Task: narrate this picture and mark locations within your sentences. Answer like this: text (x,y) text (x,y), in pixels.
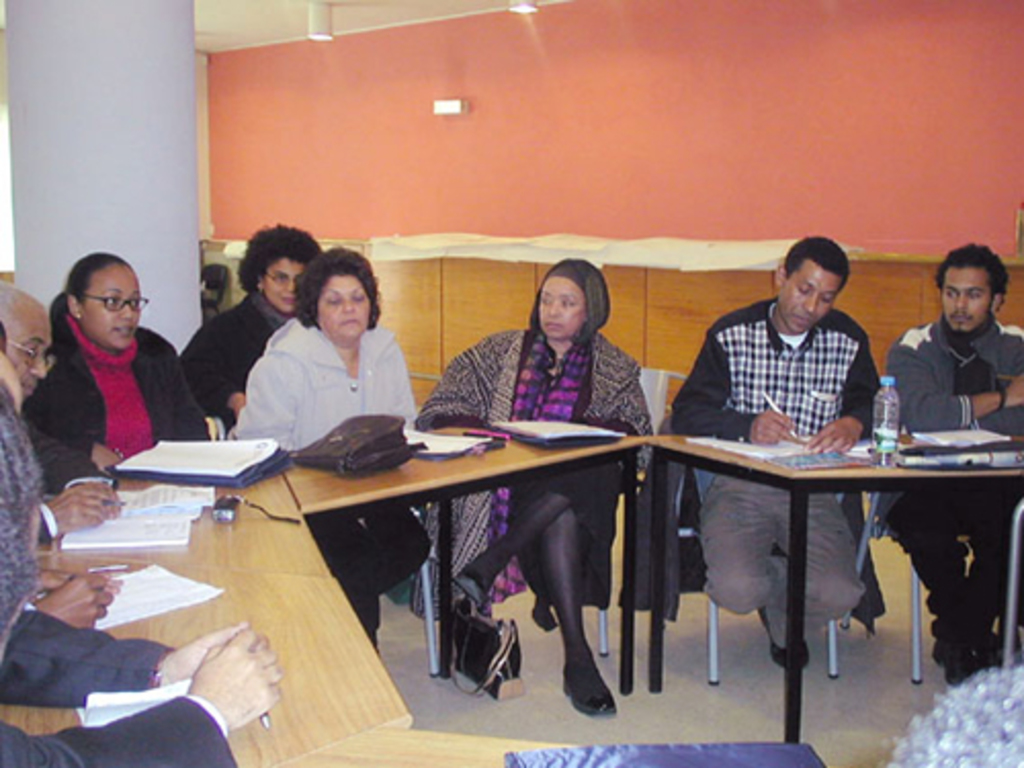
In this picture we can see group of peoples (97,348) are sitting on the chairs (431,563) in front of them we can see some books (145,528) bags (320,467) and bottle (886,418) on the table (538,467), and there is a wall (586,83).
